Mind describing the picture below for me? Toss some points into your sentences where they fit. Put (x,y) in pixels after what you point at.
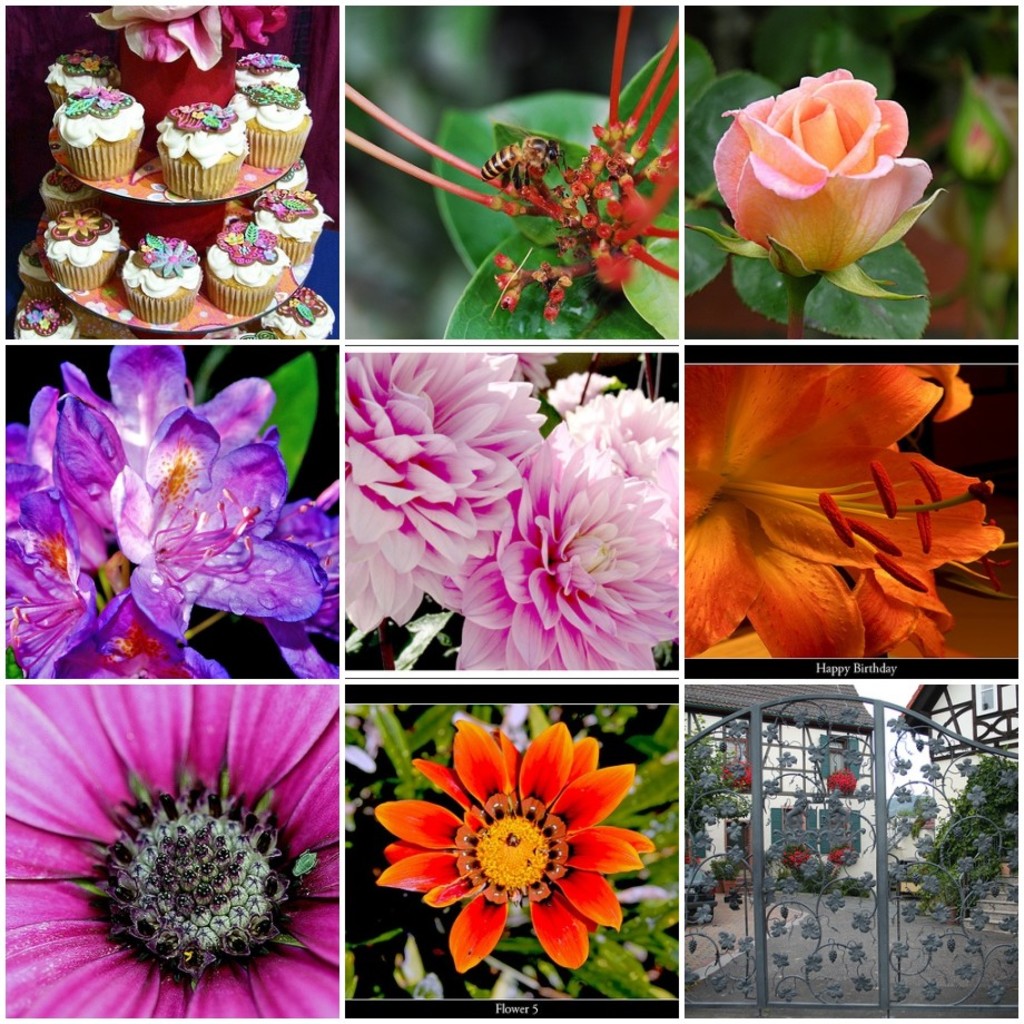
In this image we can see a collage. In the first image there are cupcakes (159,140) on trays (185,198). In the last image there is a grille (811,869) with design (967,892). In the back (815,780) there is a building (834,750) and some other things (974,827). In the remaining images there are different types of flowers (485,504). In the second image we can see a honey bee (544,156) on the flower (539,201).
